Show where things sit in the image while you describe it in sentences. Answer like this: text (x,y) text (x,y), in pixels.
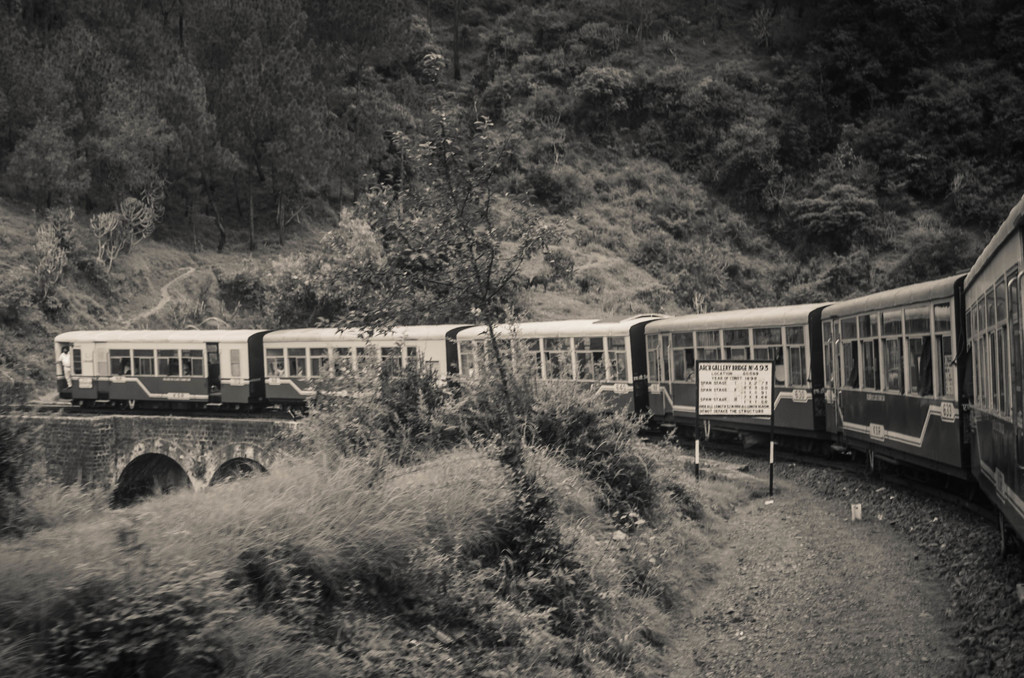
In this picture I can see a train (851,425) on the track (11,407) and I can see a board (736,401) with some text (722,370) and I can see trees (461,134) and few plants (438,421).
